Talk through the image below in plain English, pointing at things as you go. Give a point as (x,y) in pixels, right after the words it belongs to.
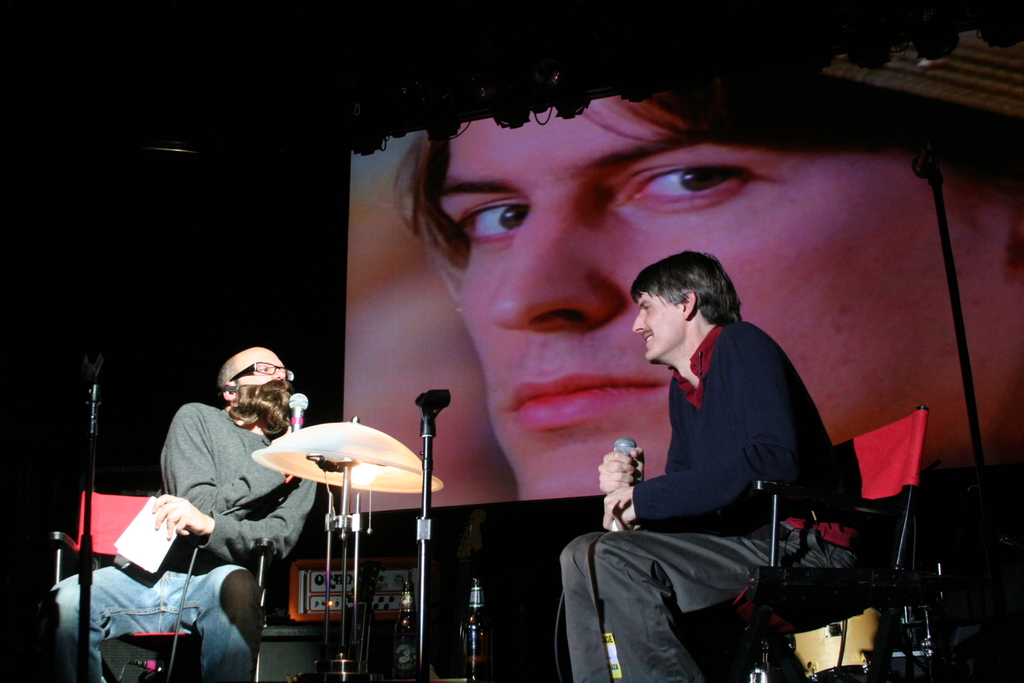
In the image there are two men (181,505) talking to each other, around them there are some objects (355,534) and behind them there is a picture (949,123) on the screen (680,114), in front of the screen (1013,87) there are lights (395,121).
